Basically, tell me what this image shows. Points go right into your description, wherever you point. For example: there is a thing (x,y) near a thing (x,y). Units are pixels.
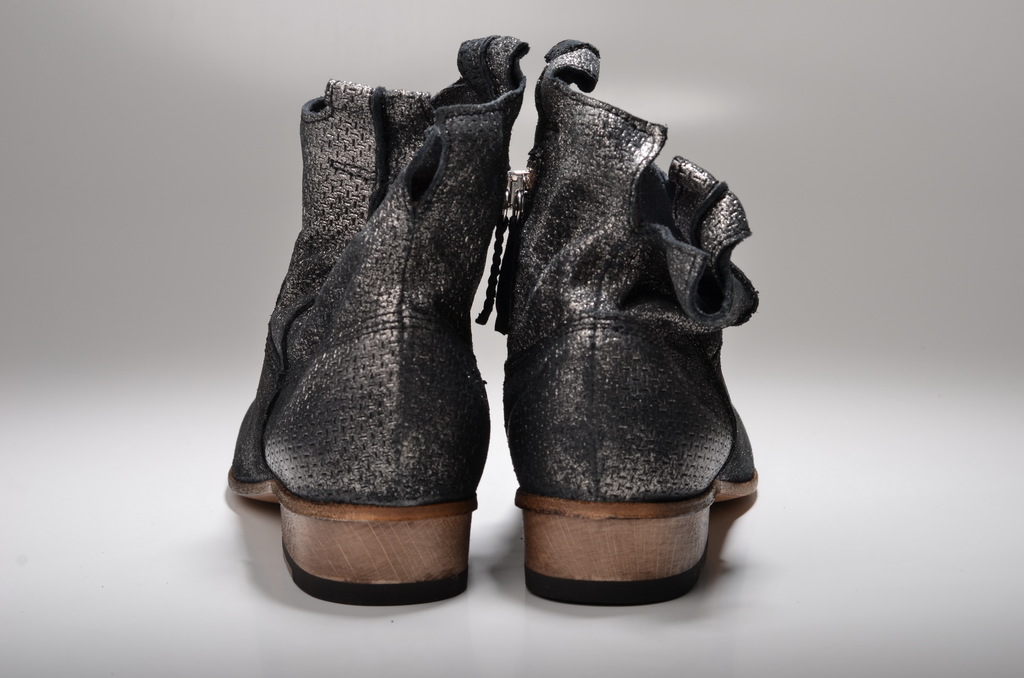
In this picture I can observe shoes (437,371) in the middle of the picture (414,335). These are in black and brown color. The background (827,110) is in white color.
